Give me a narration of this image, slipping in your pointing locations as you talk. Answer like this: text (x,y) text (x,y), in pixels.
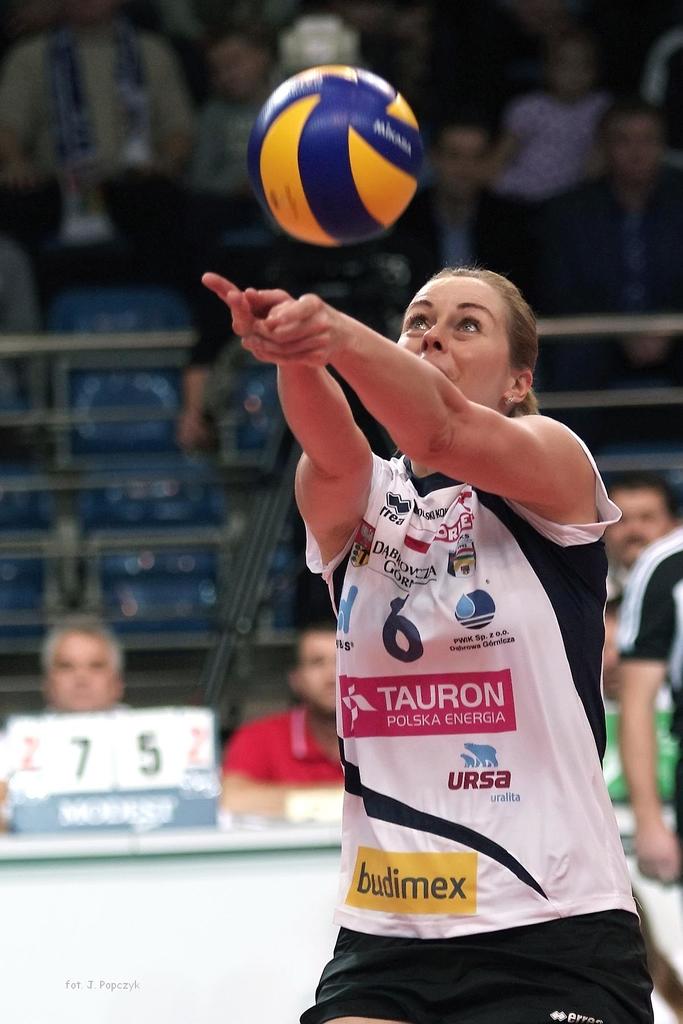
This picture describes about group of people (342,680), few are seated and few are standing, on the right side of the image (547,520) we can see a woman (455,438), in front of her we can see a ball (308,223), in the background (77,561) we can see few metal rods (65,555).
